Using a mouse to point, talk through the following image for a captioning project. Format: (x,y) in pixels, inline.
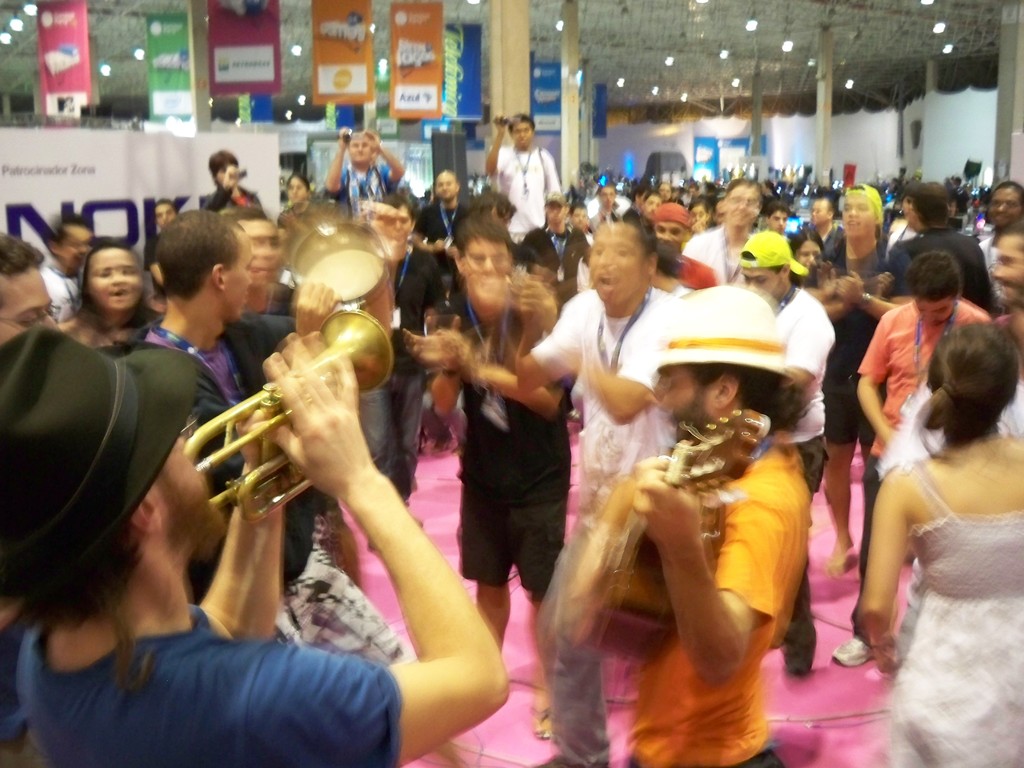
In this image we can see some people (629,380) dancing/standing. And we can see some people (736,394) holding musical instruments (326,351). And we can see the pillars (818,70) and lights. And we can see the posters (556,101). And we can see a board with some text (174,212) on it.
